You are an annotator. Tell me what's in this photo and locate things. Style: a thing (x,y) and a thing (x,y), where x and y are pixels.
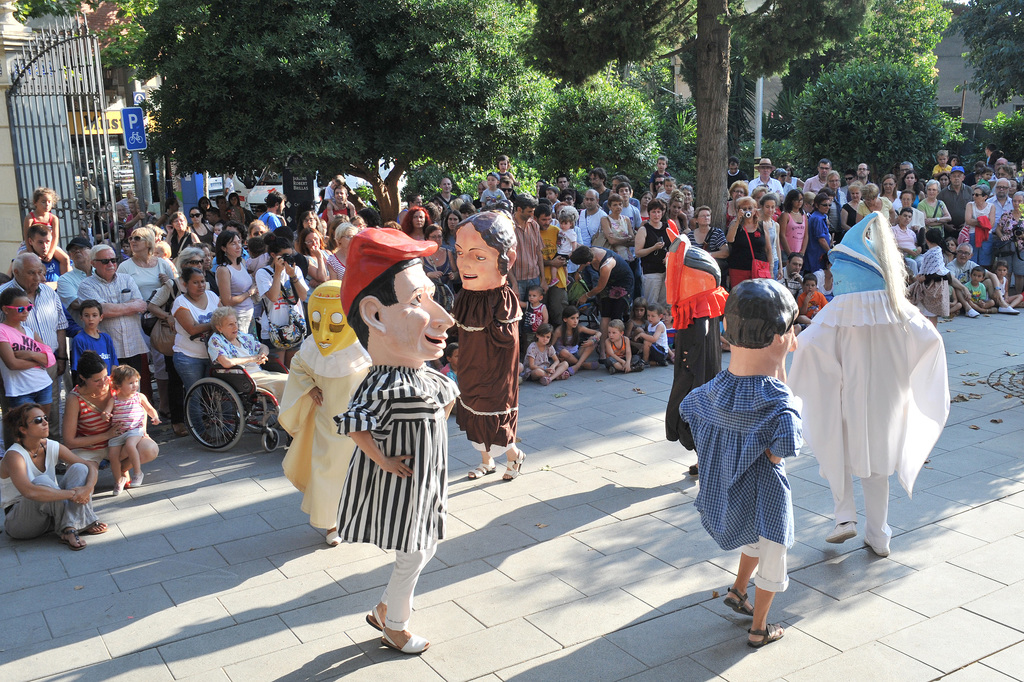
As we can see in the image there are masked performers (850,436), many people (431,256), wheel chair (262,427), gate (22,112), trees (1020,72) and houses (970,108).
